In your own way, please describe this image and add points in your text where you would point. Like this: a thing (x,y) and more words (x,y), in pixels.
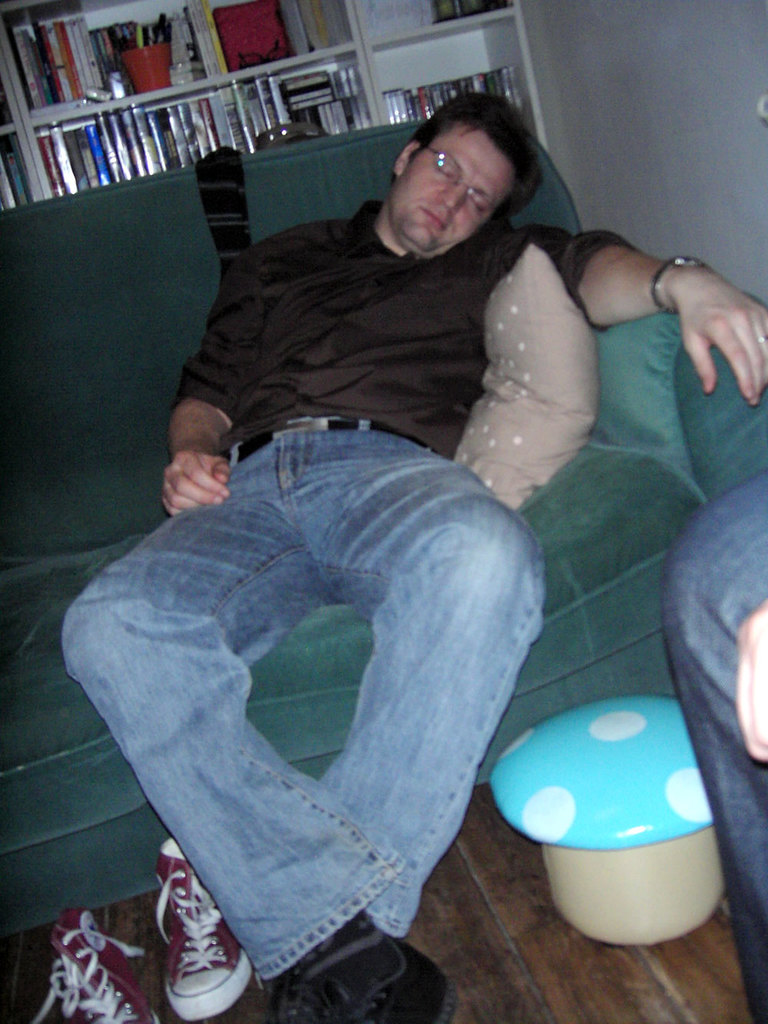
The picture is taken in a room (344,396). In the center (265,612) there is a person (349,470) sleeping on the couch (45,617). In the foreground (555,788) there are shoes (191,941), stool (617,874) and a person's leg (716,651). In the background (204,96) there are books (79,87) and pens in the shelf (379,44).
